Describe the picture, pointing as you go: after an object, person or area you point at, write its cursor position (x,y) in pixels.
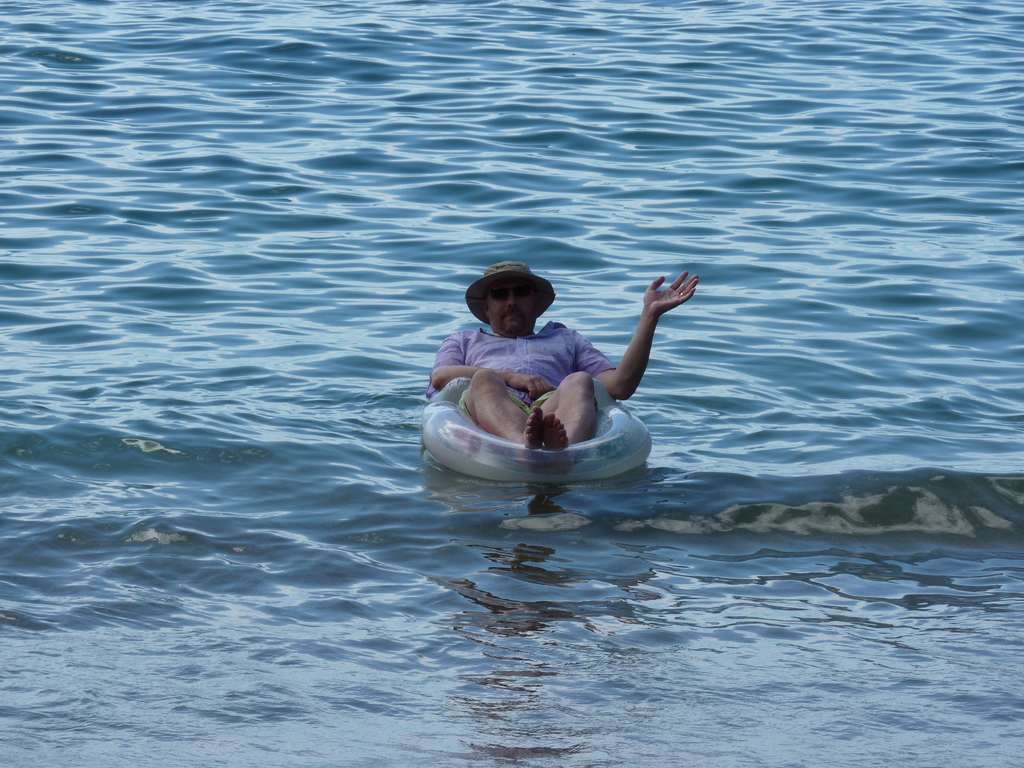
In this image I can see a person (474,391) sitting on an inner tube (478,441) on the water (969,647). He is wearing a hat (490,287).
